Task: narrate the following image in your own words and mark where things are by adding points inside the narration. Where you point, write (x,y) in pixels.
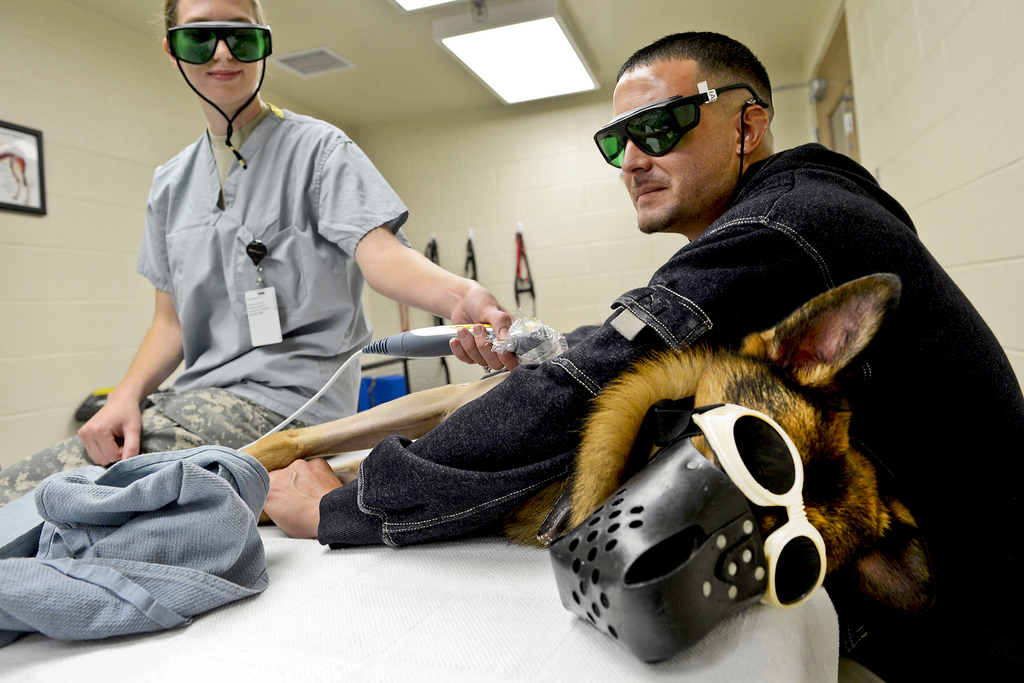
In the front of the image (387,348) there are people (358,242), cloth (124,549), table (382,663), dog (804,472) and object (388,347). One person (799,248) is holding a dog (627,409) and another person (250,358) is holding an object (538,348). Two people (490,348) wore goggles (212,34). In the background of the image (551,165) there are lights (508,76), wall (804,125), picture (12,147) and objects (827,115). Picture (29,199) is on the wall (69,275).
